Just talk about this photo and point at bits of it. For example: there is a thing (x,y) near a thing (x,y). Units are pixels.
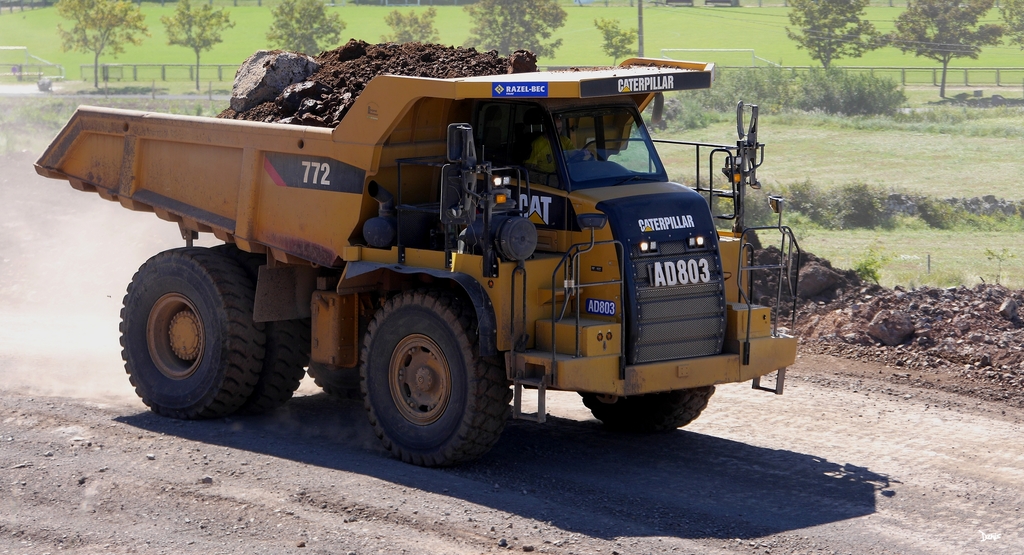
In this picture I can observe a lorry (310,227) which is in yellow color. The lorry (318,219) is moving on the road (283,475). In the background (588,42) I can observe some trees (612,32) and plants (787,106) on the ground (830,149).
